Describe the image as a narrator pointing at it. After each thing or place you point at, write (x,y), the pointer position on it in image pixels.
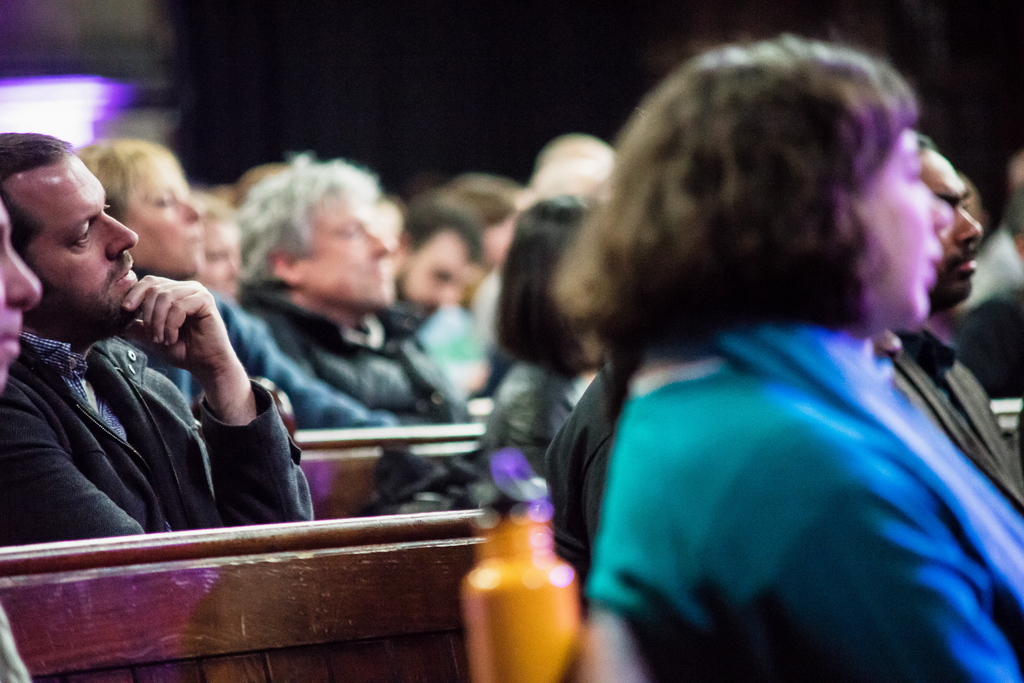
In the picture we can see some people (58,453) are sitting on the benches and listening to something and one person (902,510) is holding a bottle (540,658) which is yellow in color and behind we can see dark.
